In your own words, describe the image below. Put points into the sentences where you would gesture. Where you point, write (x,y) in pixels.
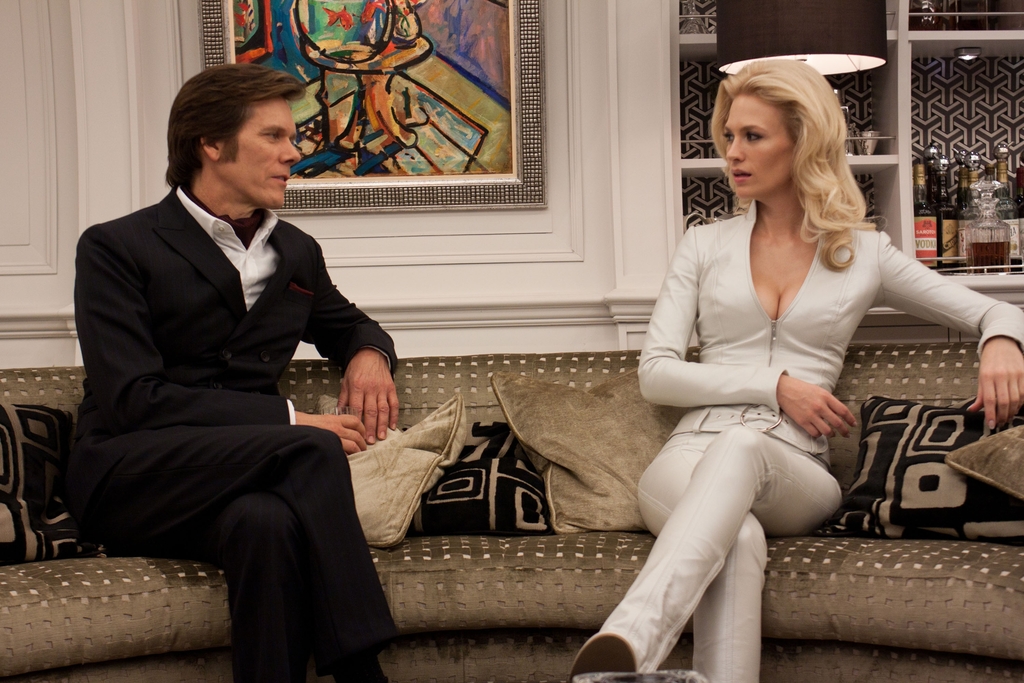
There is a room (595,265). They are sitting on a sofa (545,366). They are talking. There is a sofa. There is a pillow (509,410) on a sofa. We can see in background (537,189) photo frame (526,202) and cupboard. There is wine bottles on a cupboard (970,111).
